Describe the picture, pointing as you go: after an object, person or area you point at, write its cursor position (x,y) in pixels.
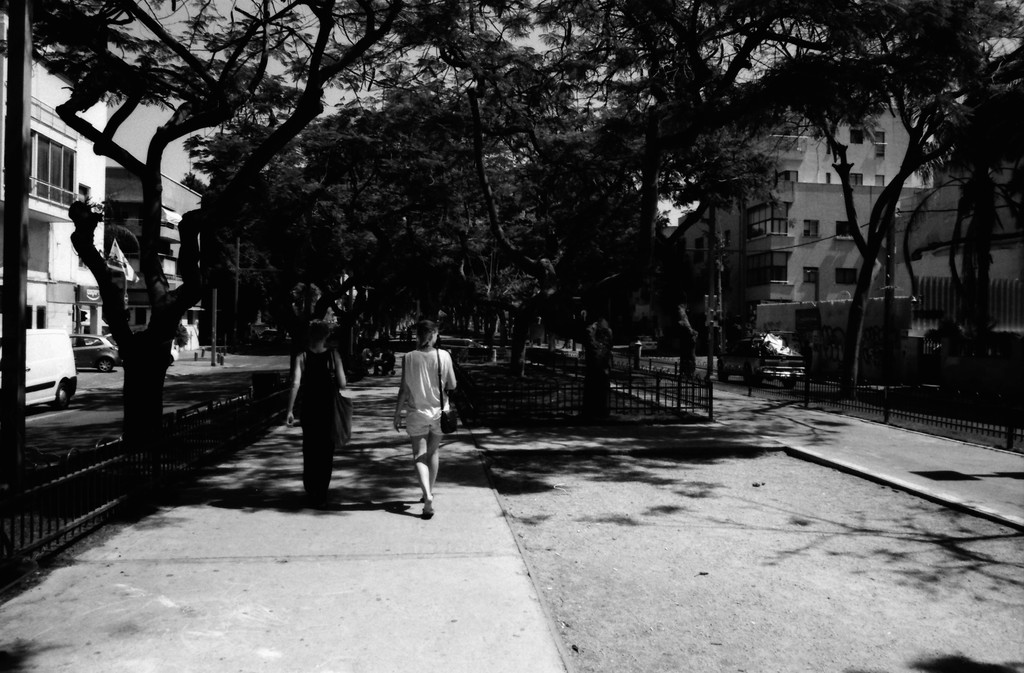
In this image there is a road (321,611), on the road (387,501) there are two persons (443,401) walking, in the middle of the road (716,414) there are trees (438,190), fence (677,371) visible, on the left side (122,182) there are buildings (122,182), in front of it there is a road (66,407), vehicles (89,345), trees (220,228), pole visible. On the right side (827,229) there is a building (803,163), in front of building (757,289) there is a vehicle's (790,356), fence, trees (869,287).
